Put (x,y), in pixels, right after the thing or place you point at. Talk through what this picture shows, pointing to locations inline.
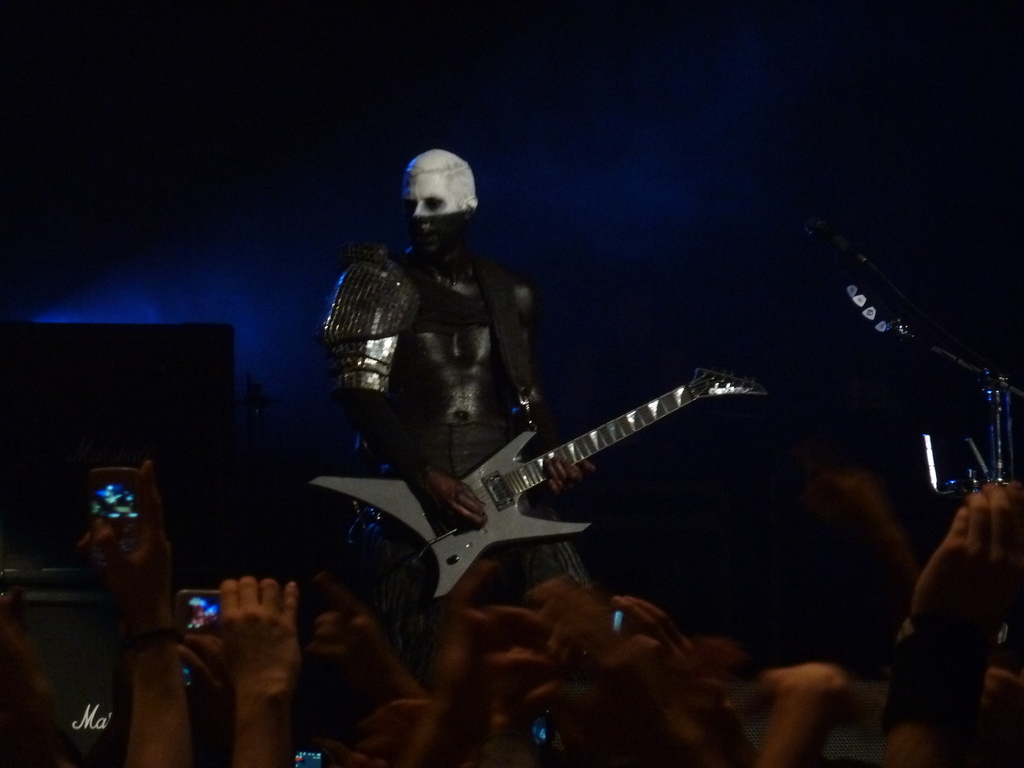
In the picture the person (488,449) is standing in the middle (395,295) wearing a silver shoulder piece (400,304) and playing a guitar (510,476) and in front of him there is a crowd (570,651) and at the corner there is a microphone (823,234).
